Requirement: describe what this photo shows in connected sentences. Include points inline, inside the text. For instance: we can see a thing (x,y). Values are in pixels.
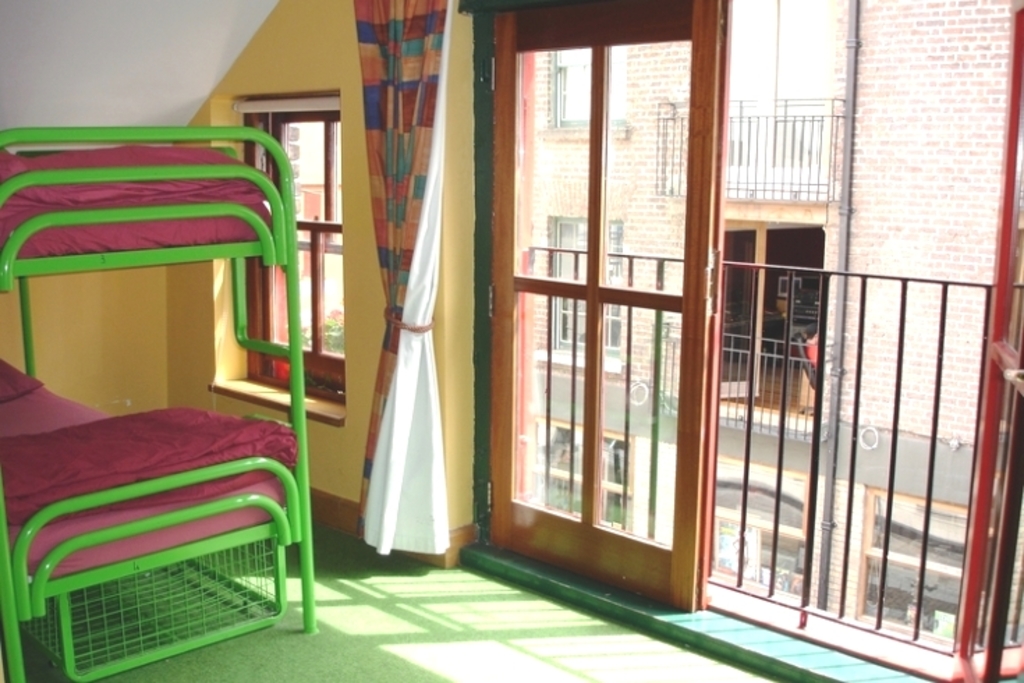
In the image it looks like a bedroom (303,574), there is a bed (126,431) and there is a window (307,276), a curtain (417,243) and beside the curtain (397,248) there are two doors (581,351) and behind the doors (562,277) there is another building (747,133).
